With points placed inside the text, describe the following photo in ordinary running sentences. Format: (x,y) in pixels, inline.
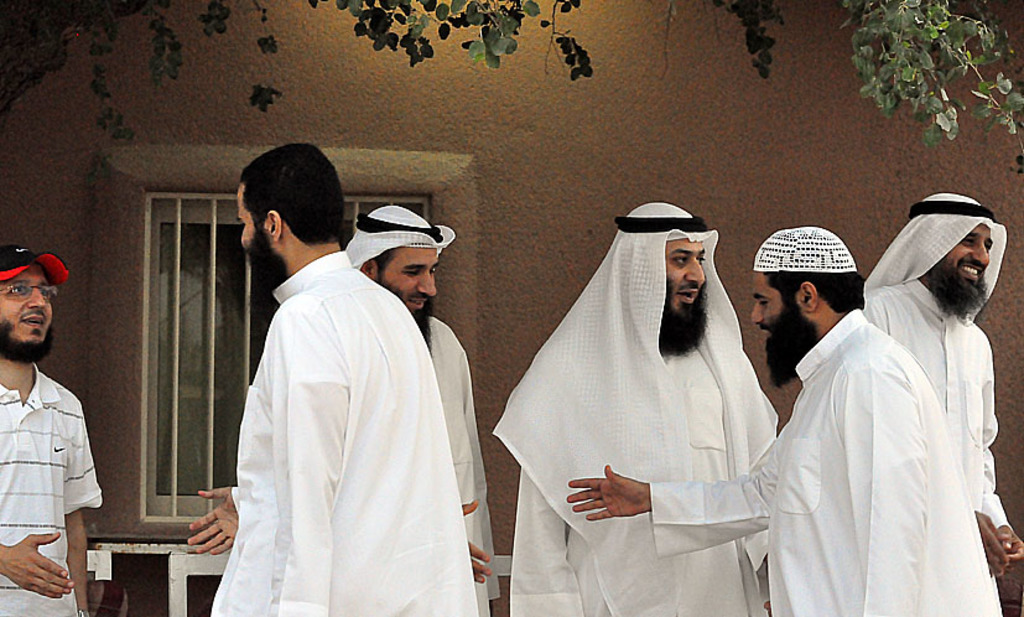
In the center of the image (677,396) there are people (715,374) standing. In the background of the image (213,180) there is a wall (219,162) with a window (159,357). To the left side of the image (70,410) there is a person (38,357) wearing a cap (17,264). At the top of the image (114,20) there is tree branch (521,15).
